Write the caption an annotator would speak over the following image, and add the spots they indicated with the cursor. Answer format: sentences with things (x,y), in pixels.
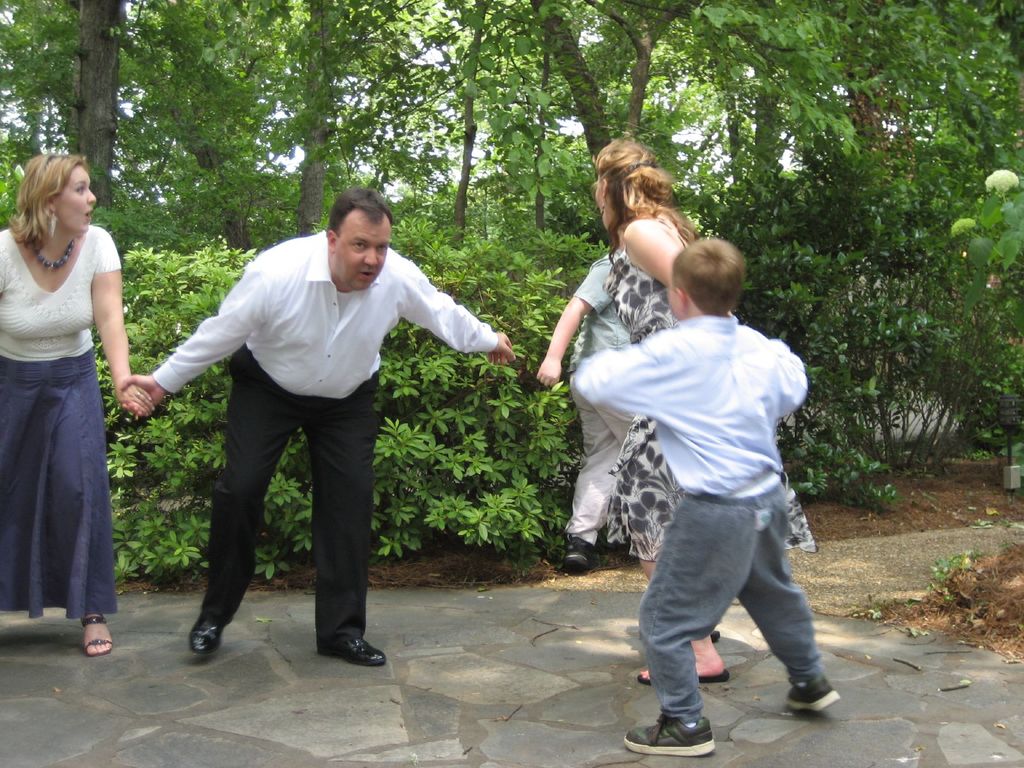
In this image I can see group of people (352,413) playing game. The person (253,489) standing in front (301,339) wearing white shirt (284,383), black pant (277,404) and the person (118,368) at left (55,350) wearing white shirt (24,326), purple skirt (53,526). At back (163,179) I can see trees (176,44) in green color, sky (433,61) in white color.
